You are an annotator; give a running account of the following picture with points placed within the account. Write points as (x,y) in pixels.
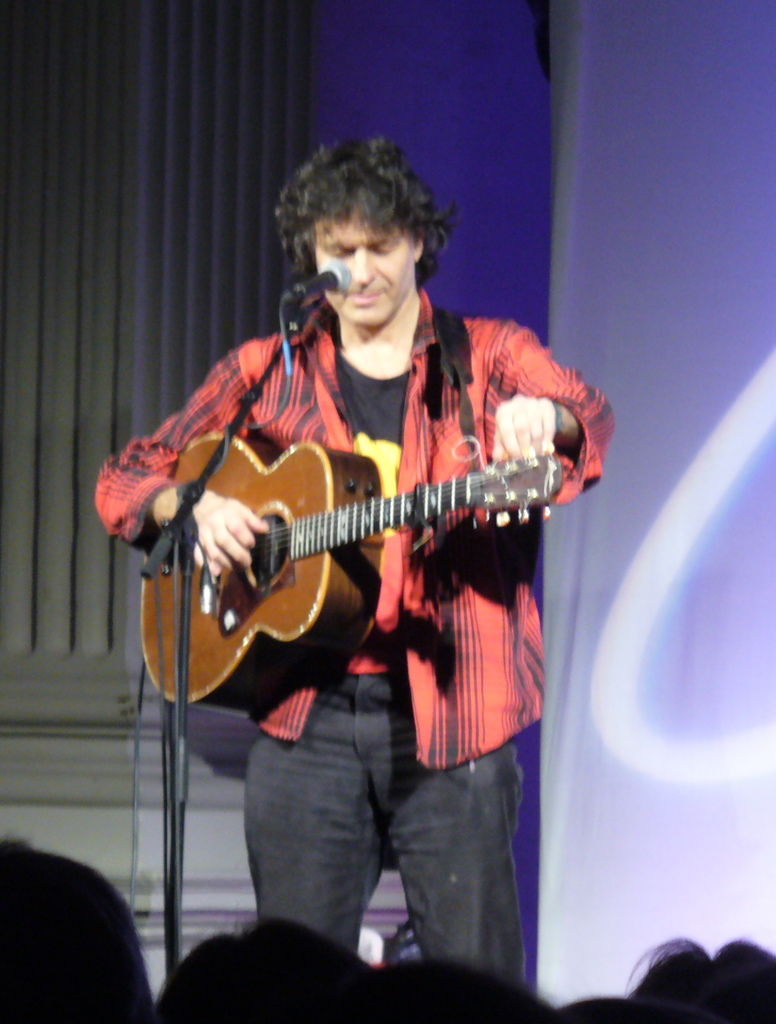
Here, the man (294,347) in red shirt (451,739) and black pant (479,791) is holding guitar (330,573) in his hands (224,507) and he is playing it. In front of him, we can see a microphone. Behind him, we see a sheet (646,171) which is white in color and on the left corner of the picture (114,142), we see a pillar (96,277) which is grey color. In front of him, we see people (464,1023) sitting and listening to him.
